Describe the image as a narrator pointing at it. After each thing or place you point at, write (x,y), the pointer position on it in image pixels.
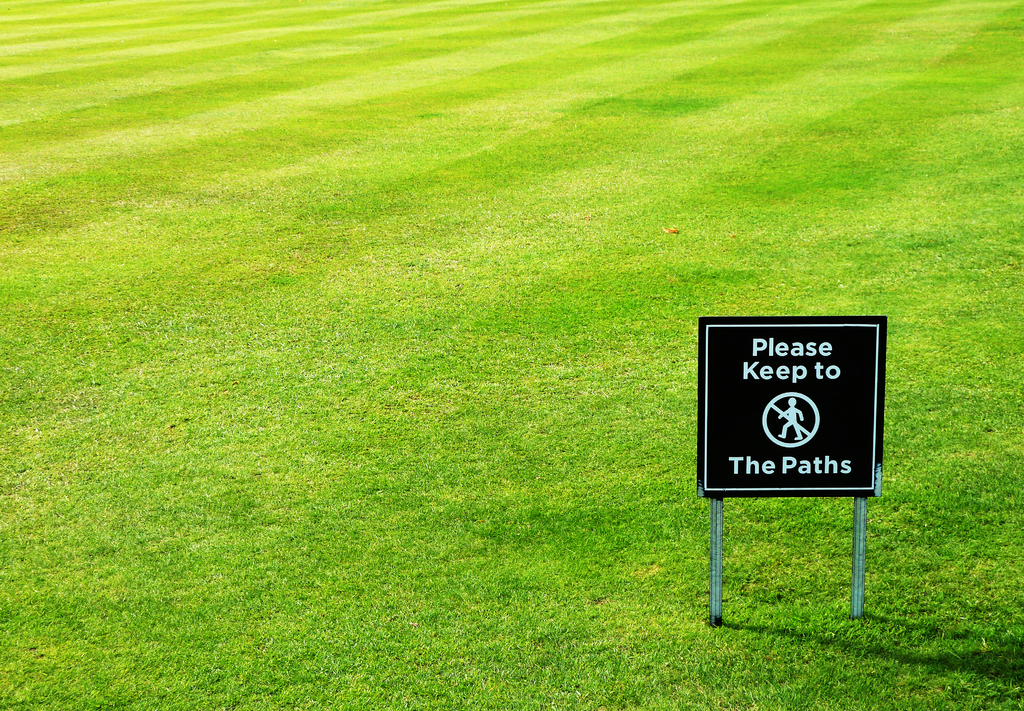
In this picture there is a sign board (764,373) on the right side of the image (789,415), on the grassland (495,118) and there is grassland (438,191) around the area of the image.
